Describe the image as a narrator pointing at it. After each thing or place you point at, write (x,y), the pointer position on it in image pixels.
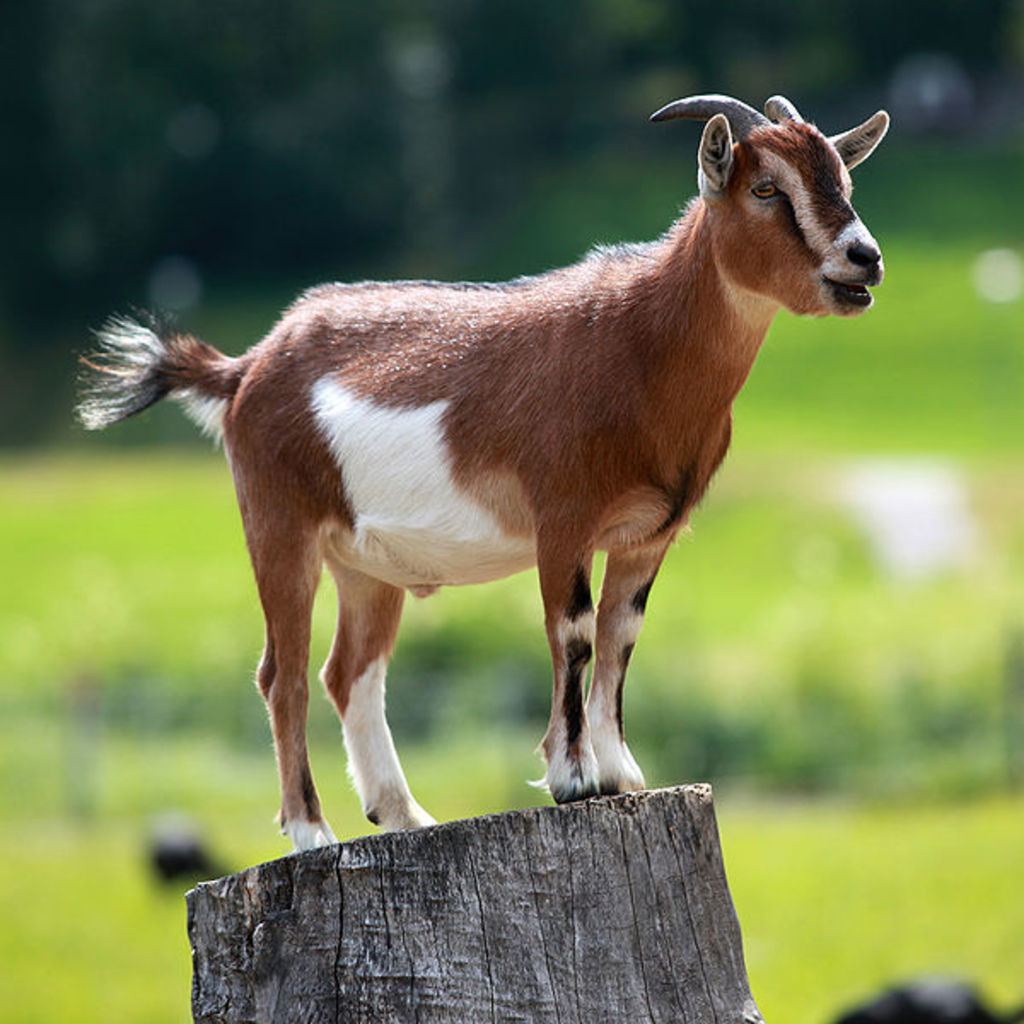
In this image we can see a goat (568,629), standing on the tree trunk (530,914), it is in brown color.
